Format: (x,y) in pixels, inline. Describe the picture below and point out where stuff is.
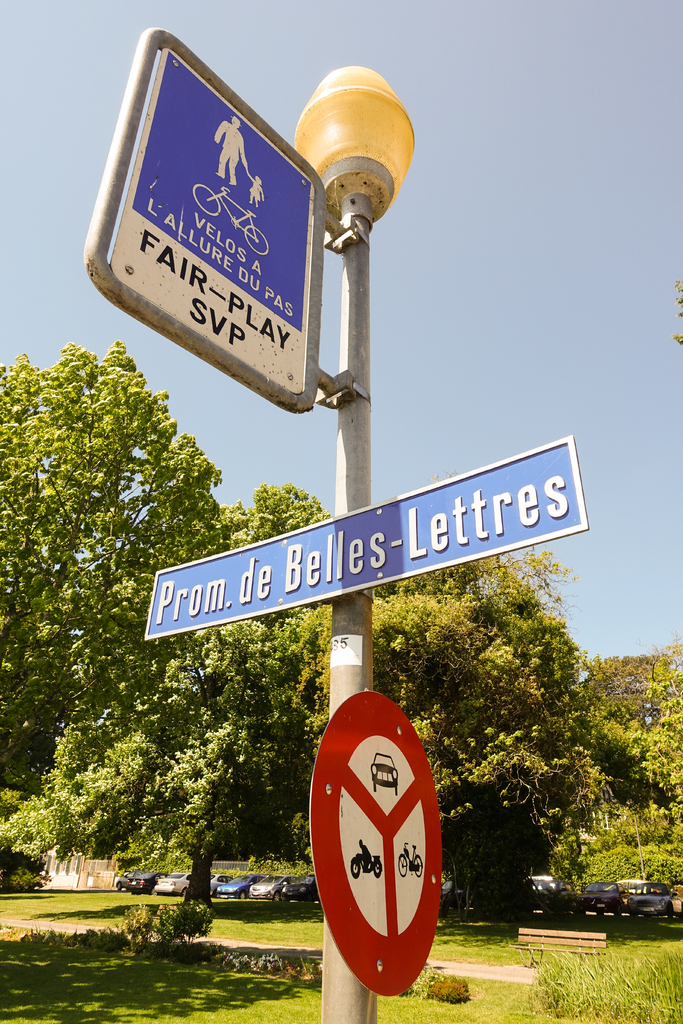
In this picture we can see a lamp post (355,163) with different sign boards (304,537) attached to it. Behind it, we can see trees (450,626) and grass (478,928).
